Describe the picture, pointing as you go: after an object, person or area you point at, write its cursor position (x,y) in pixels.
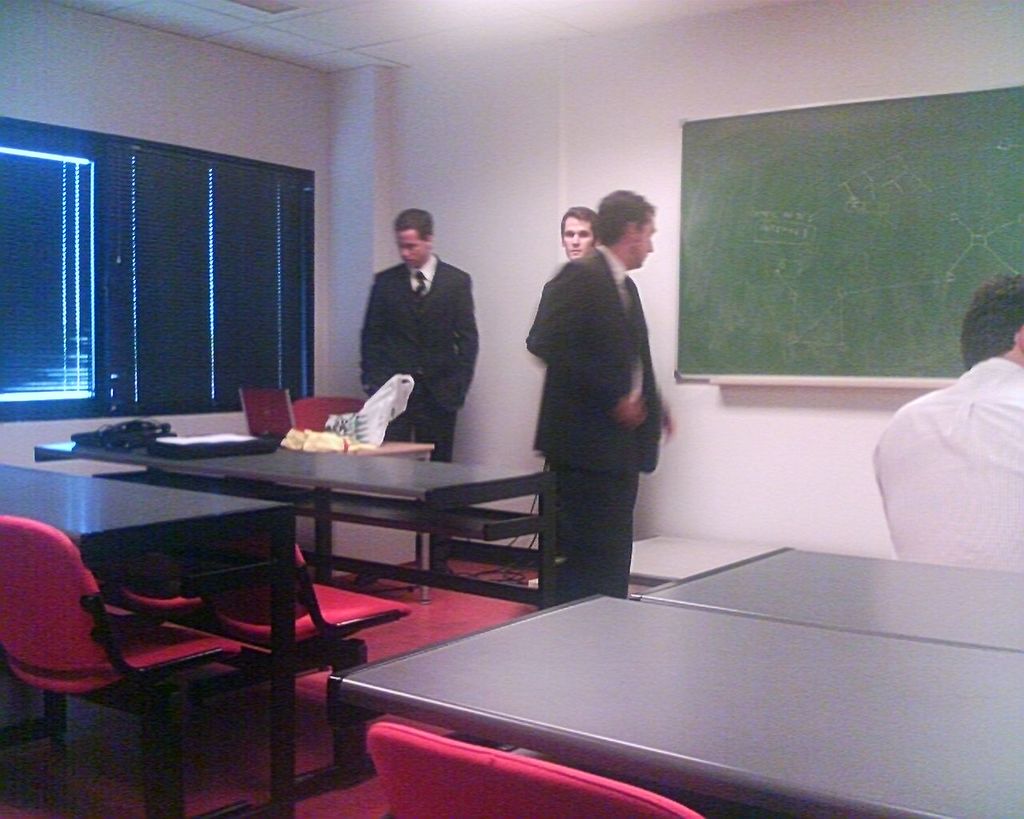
In this picture we can see four men (592,349) where three (585,374) are standing and one (932,479) is sitting on chair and in front of them on table (444,469) we have laptop (283,400), plastic cover (332,429), device (143,433), paper (203,437) and in background (464,238) we can see wall (635,152), board (882,289), window (226,230), pillar (342,94).
